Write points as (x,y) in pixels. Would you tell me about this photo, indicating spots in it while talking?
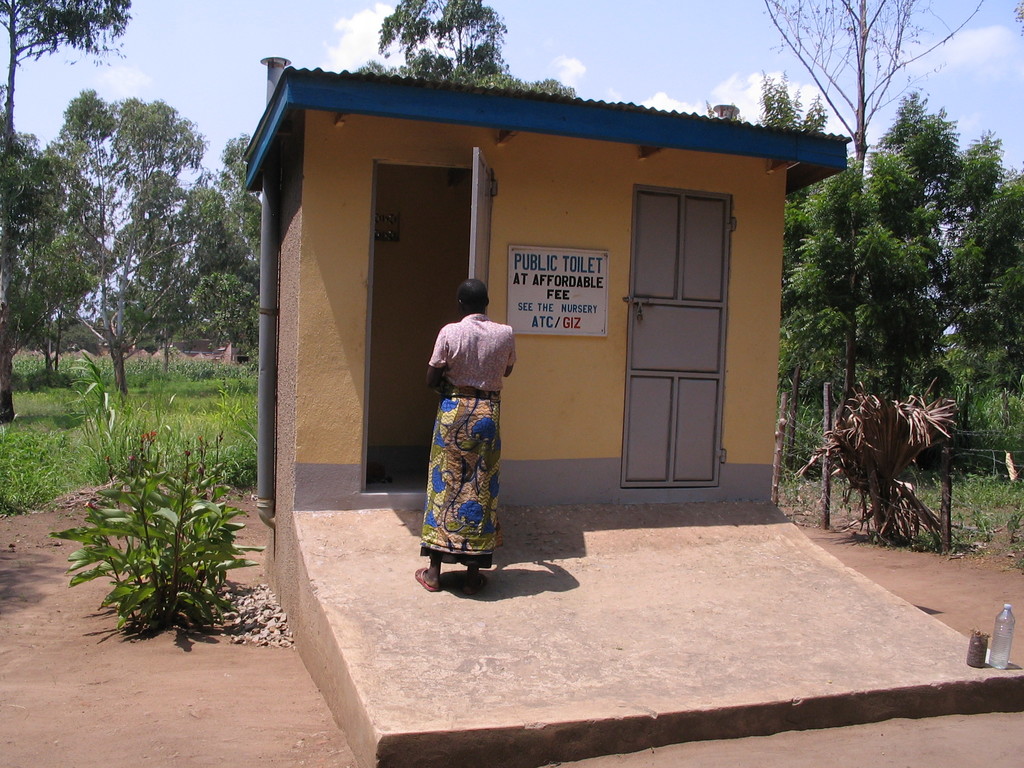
At the center of the image (501,343) there is a person (480,462) standing in front of the public toilet (567,350). On the left (133,358) and right side of the image (837,360) there are trees (896,357) and plants (927,470). In the background (345,36) there is a sky (654,33).
